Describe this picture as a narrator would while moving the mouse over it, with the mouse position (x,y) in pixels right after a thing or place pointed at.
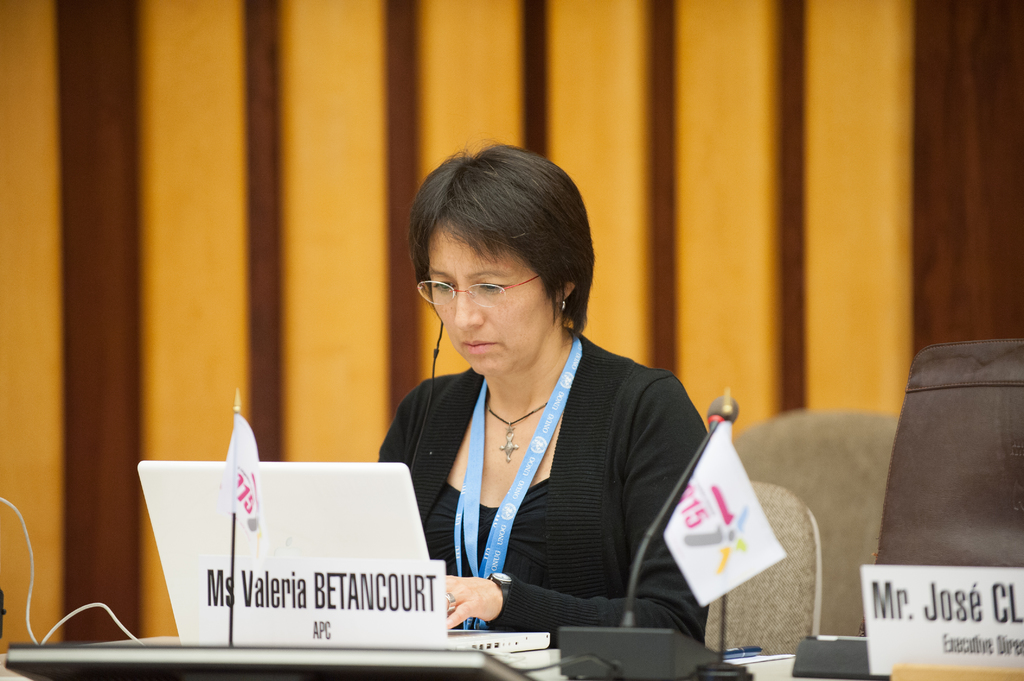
There is a woman (625,473) sitting and wore tag (458,507) and we can see name boards (361,600), microphone (626,646), laptop (345,503), flags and some objects (858,670) on table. Background (991,301) we can see wall (959,243).
